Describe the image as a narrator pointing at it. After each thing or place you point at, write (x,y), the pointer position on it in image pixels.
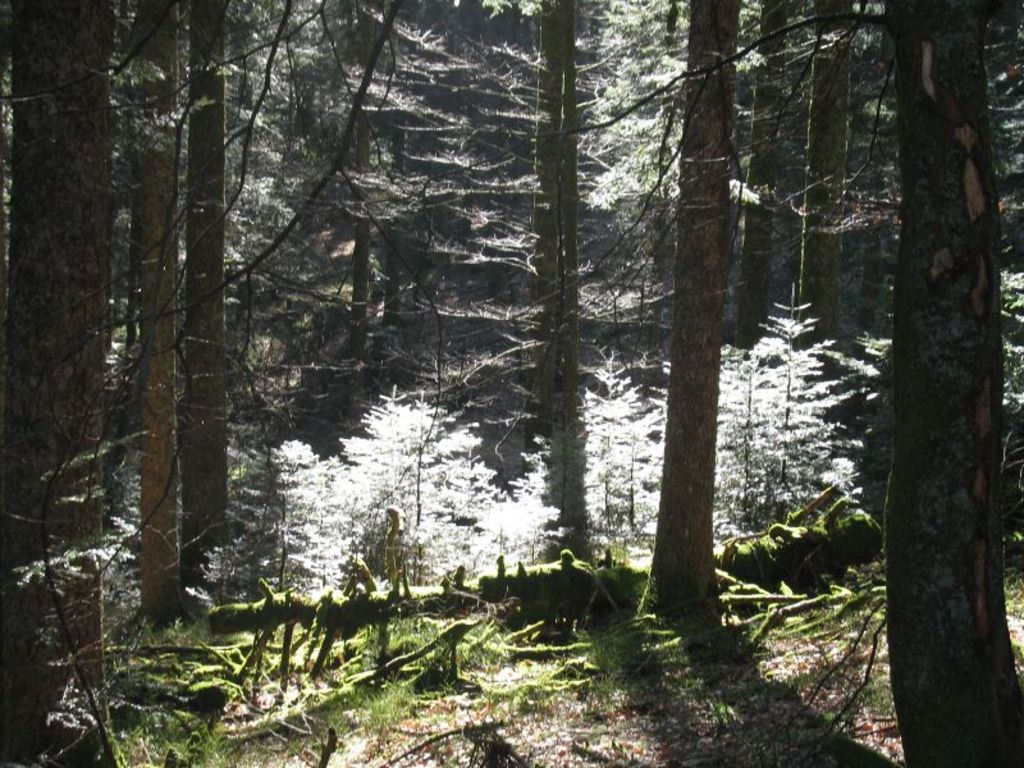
In this image we can see trees (768,399). At the bottom of the image (551,699) there is soil (638,699) and dry leaves (853,723).
